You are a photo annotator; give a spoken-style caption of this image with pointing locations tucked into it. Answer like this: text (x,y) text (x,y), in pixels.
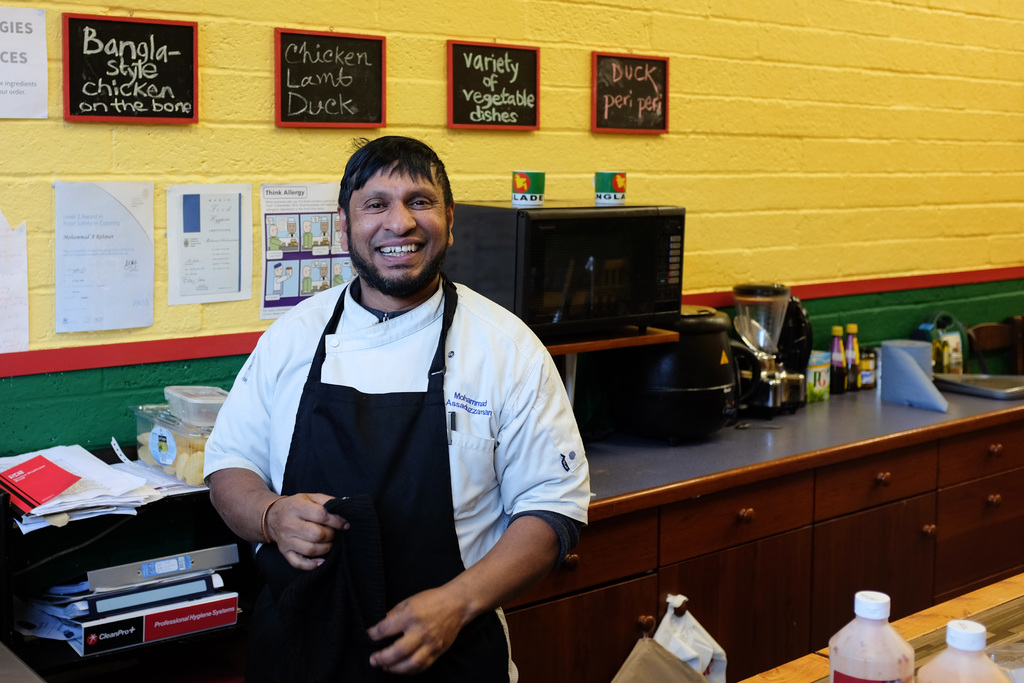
In this image, we can see a person (375,349) is smiling and seeing. He is holding some object (363,536) and wearing an apron (408,573). Background (614,450) we can see cupboards (767,486), kitchen platform (756,463), few machines (760,398), bottles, containers (142,429), files (58,625), papers (58,625), some objects (58,625). At the bottom (873,642), we can see few bottles (904,660) with lid (950,645). Here there is a wall (724,222) with posters (282,250) and boards (361,108).
